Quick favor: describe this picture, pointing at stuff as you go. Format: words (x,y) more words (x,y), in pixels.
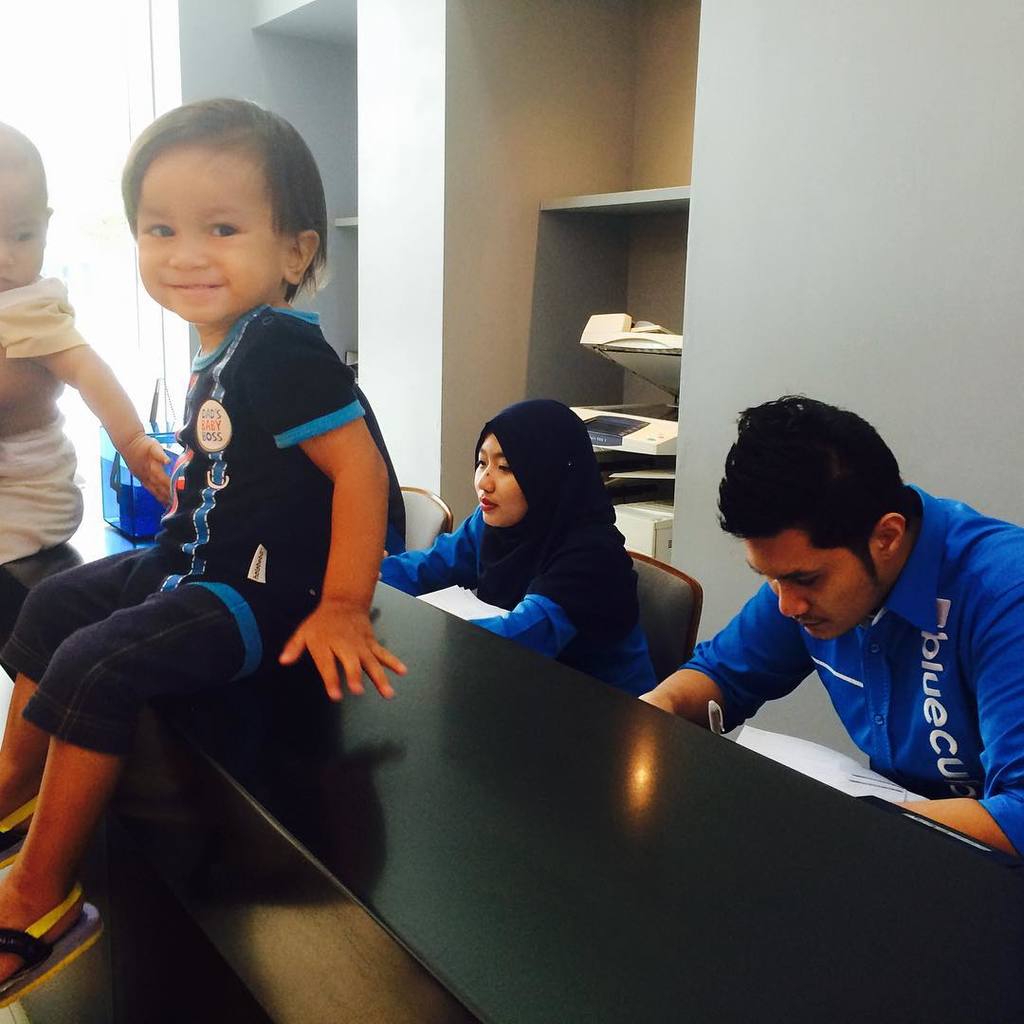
On the left of the picture (120,676) there are two kids (12,135) seated on a desk (346,753). On the right (822,461) there is a man (858,718) looking into a book (806,744). In the center of the picture (565,590) there is a woman (537,631) seated in chair (641,593). In the background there shelves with printers (612,341). On the top left (37,50) there is a window (50,46).
